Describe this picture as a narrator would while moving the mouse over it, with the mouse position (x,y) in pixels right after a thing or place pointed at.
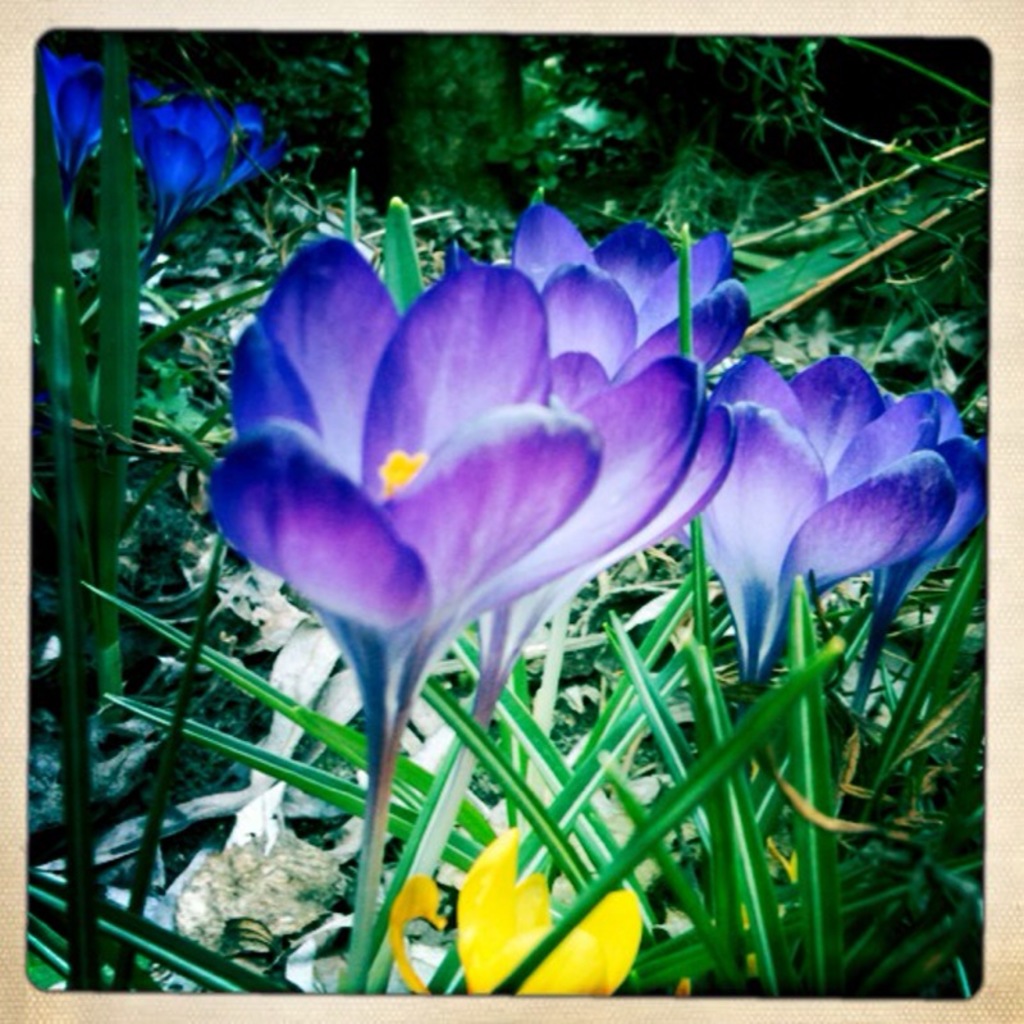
There are plants (644,809) having violet color flowers (668,378) and there are some plants (735,835) having yellow color flowers (530,947). In the background (885,166), there are plants (712,129) and trees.
